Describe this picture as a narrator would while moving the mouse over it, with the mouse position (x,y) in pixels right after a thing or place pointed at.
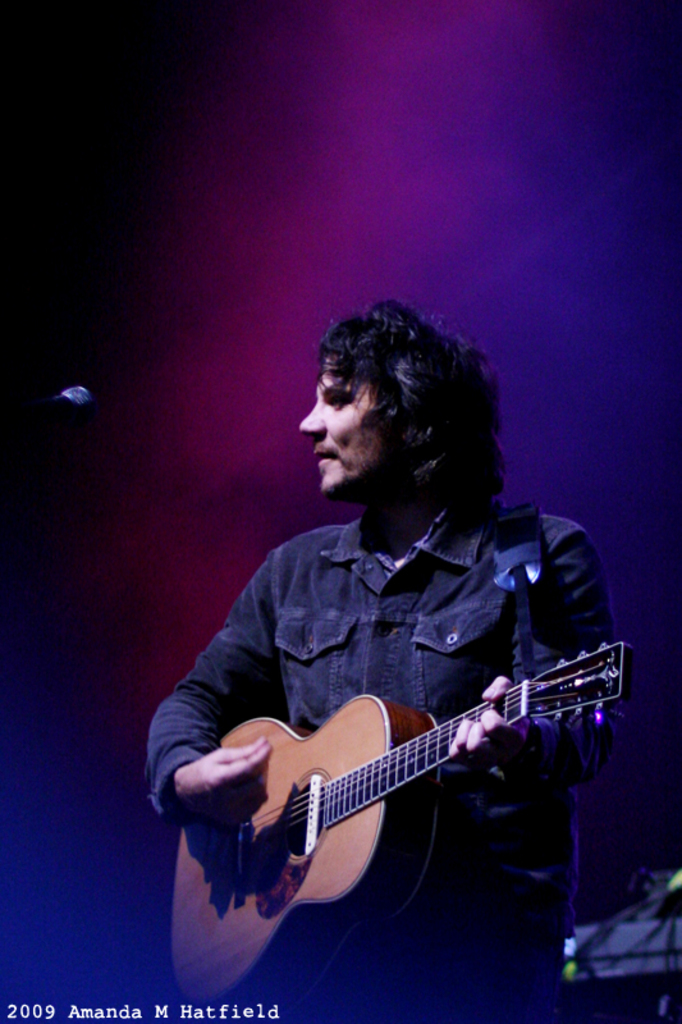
In this image, we can see a man (364,677) is holding a guitar (340,810) and playing. Background (40,188) we can see black, pink and purple colors. Here we can see few objects (631,910). Left side (226,1009) bottom corner, we can see watermark (191,1011) in the image.
